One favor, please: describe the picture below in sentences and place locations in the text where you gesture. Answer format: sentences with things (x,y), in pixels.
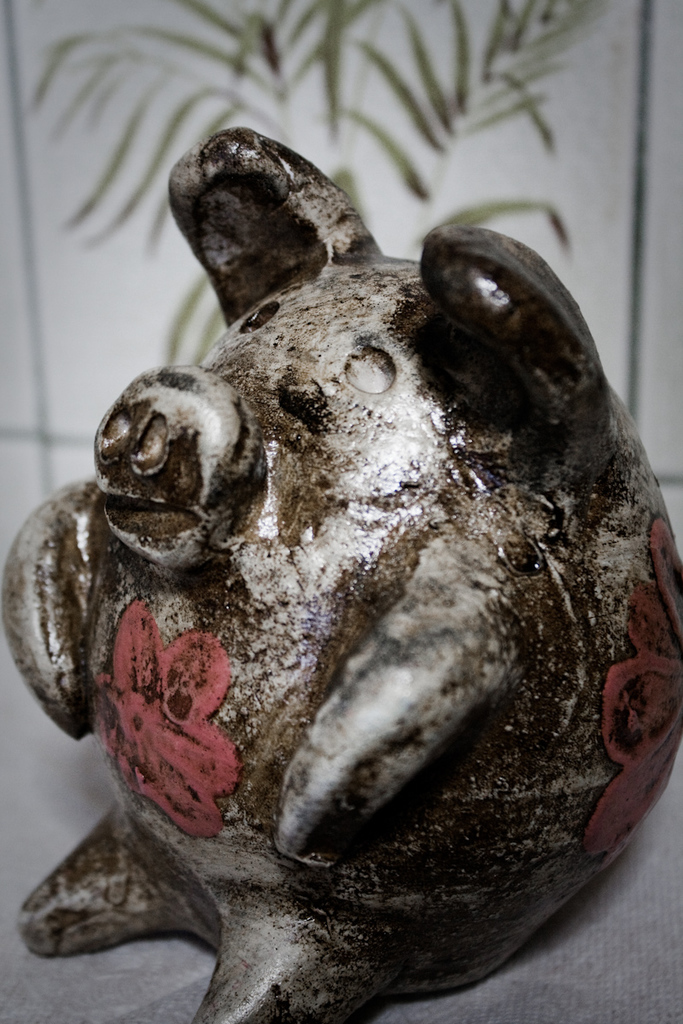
In this image, we can see a sculpture (572,622). In the background (10,97), image is blurred.
